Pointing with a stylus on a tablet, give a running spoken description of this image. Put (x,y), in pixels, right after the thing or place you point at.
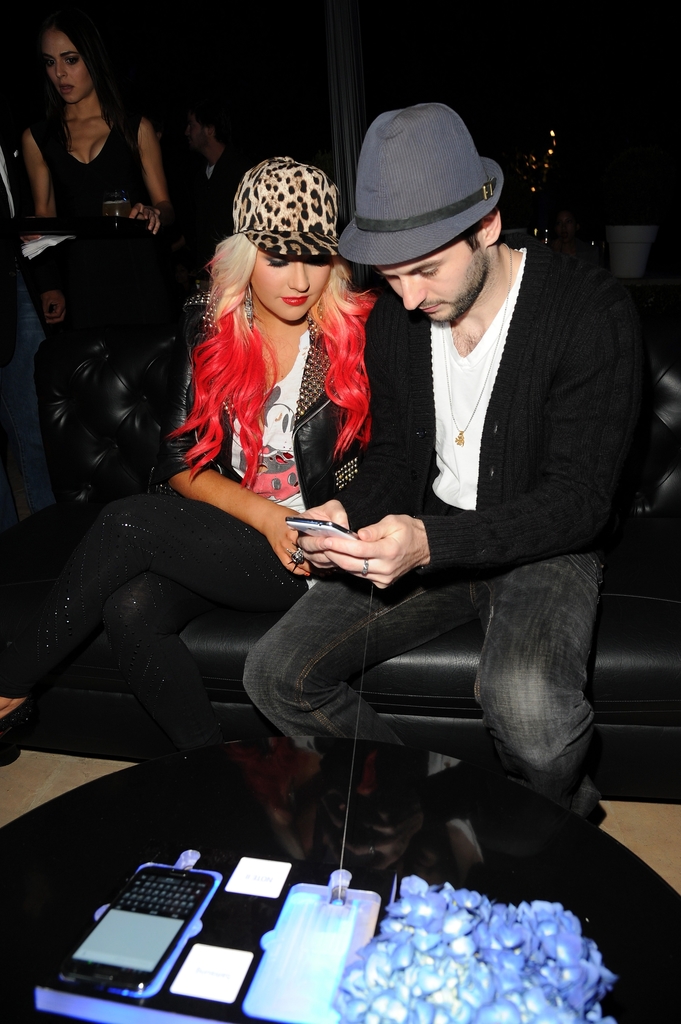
This is a picture taken in a restaurant (467,888), the persons (346,468) are sitting on a black sofa (651,629) and man (499,371) in black jacket (540,382) was looking into the phone (311,527) and beside the man (357,539) there is a women (251,396) looking into the same mobile (303,525). In front of the two people (325,667) there is a table (360,858) on the table (437,847) there is a mobile (122,938) and there is other women (78,135) who is walking.
